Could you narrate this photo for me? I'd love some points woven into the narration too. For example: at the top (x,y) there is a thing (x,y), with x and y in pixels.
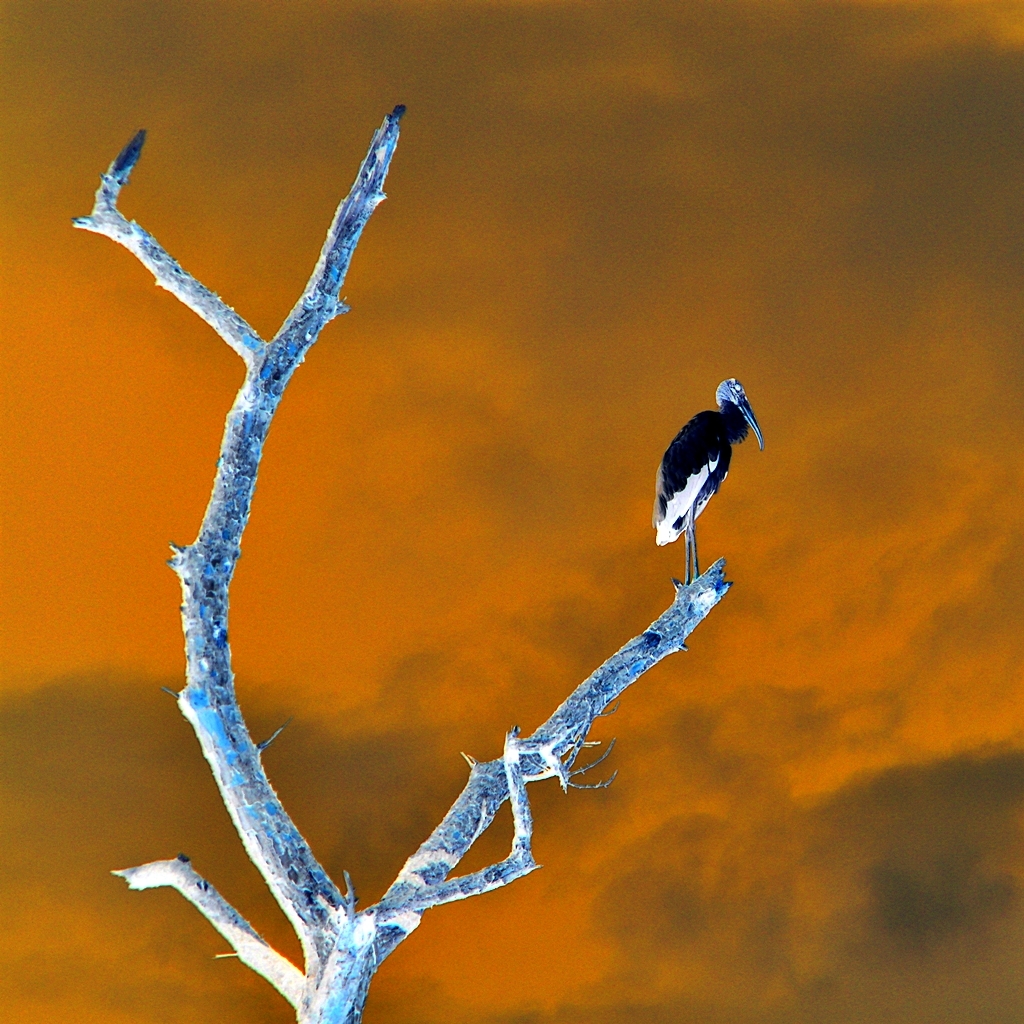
In this image, we can see a bird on a branch (497,786), we can see the sky (618,134).
